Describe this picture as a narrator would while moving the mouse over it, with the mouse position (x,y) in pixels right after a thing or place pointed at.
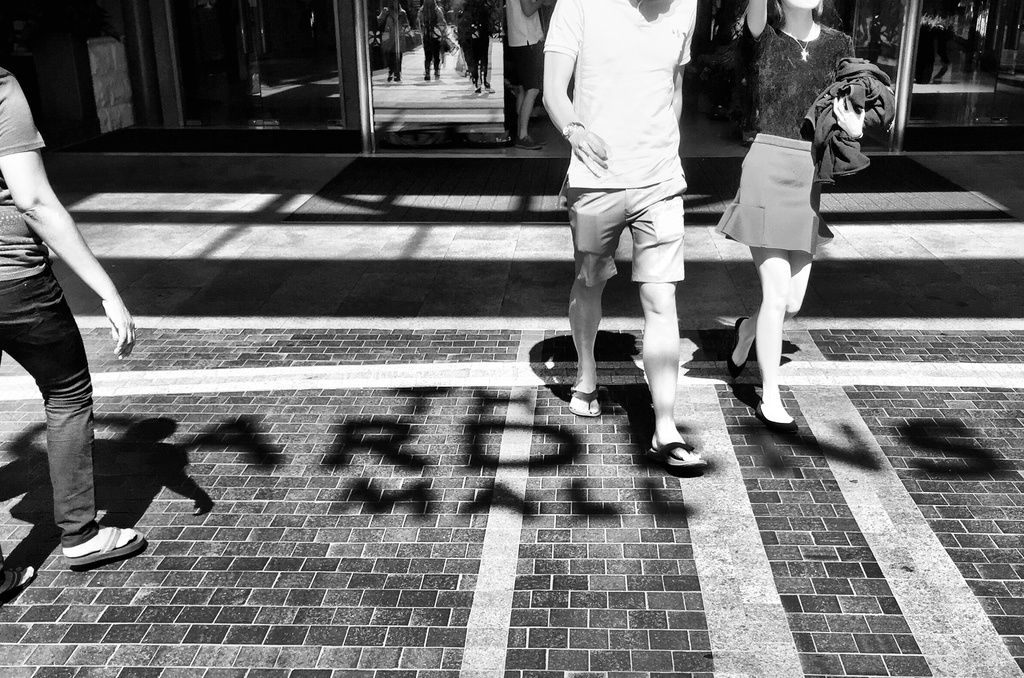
In this image there is person (69,321) standing at left side of this image (37,349) and there is a floor (532,424) at bottom of this image (586,461) and there are some persons (585,87) standing in middle of this image (655,378) and there is a door (335,89) at top of this image (450,94).
